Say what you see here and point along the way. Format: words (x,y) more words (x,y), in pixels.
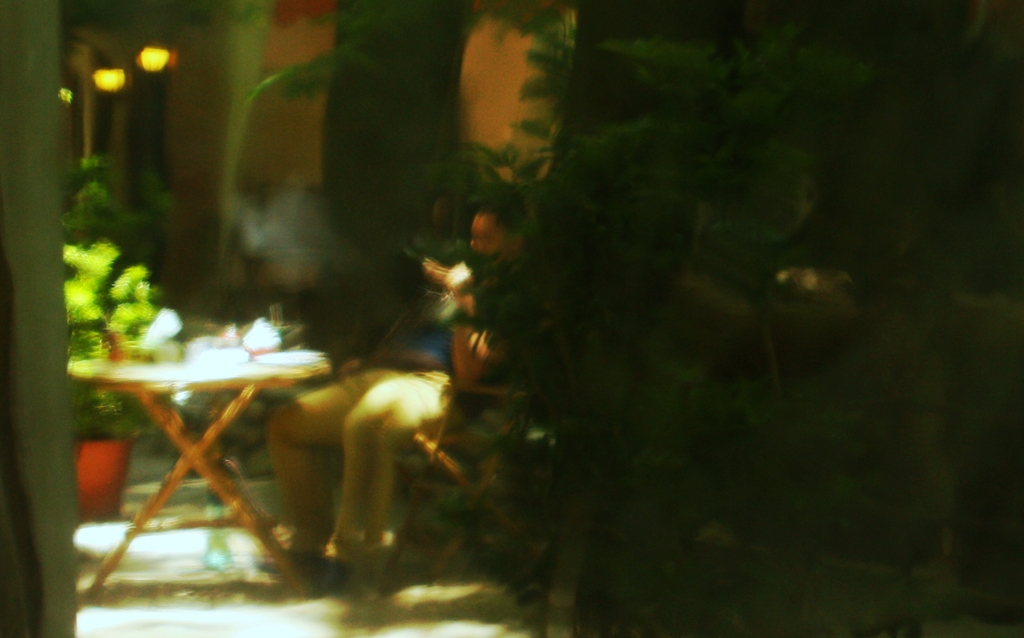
In this image I can see the person (411,411) sitting in-front of the table (221,383). On the table (211,378) I can see some objects (203,356). To the side of the person (386,407) I can see the flower pots (95,307) and many trees (609,147). I can see the lights (161,54) in the top (154,68). And this is a blurred image.
